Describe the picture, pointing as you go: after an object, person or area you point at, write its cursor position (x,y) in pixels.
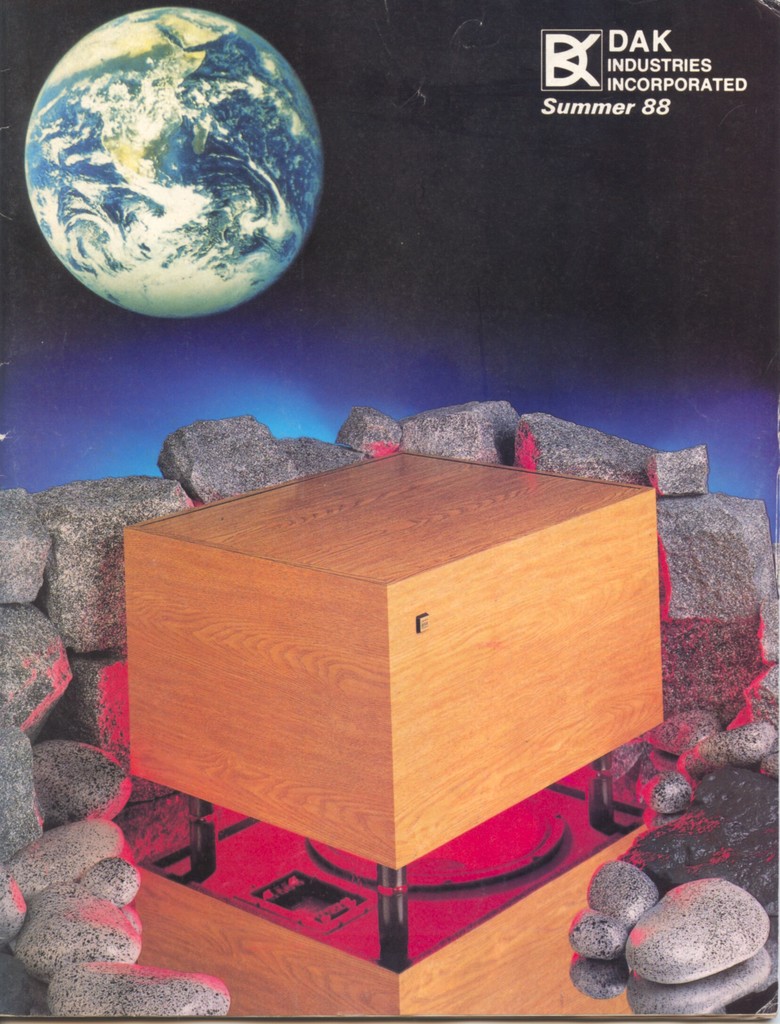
This picture consists of graphic image, in the image I can see a box (258,689), around the box (315,742) I can see stones (96,558), in the top left (252,71) there is a planet (269,68), in the top right (661,29) there is a text (640,66).
